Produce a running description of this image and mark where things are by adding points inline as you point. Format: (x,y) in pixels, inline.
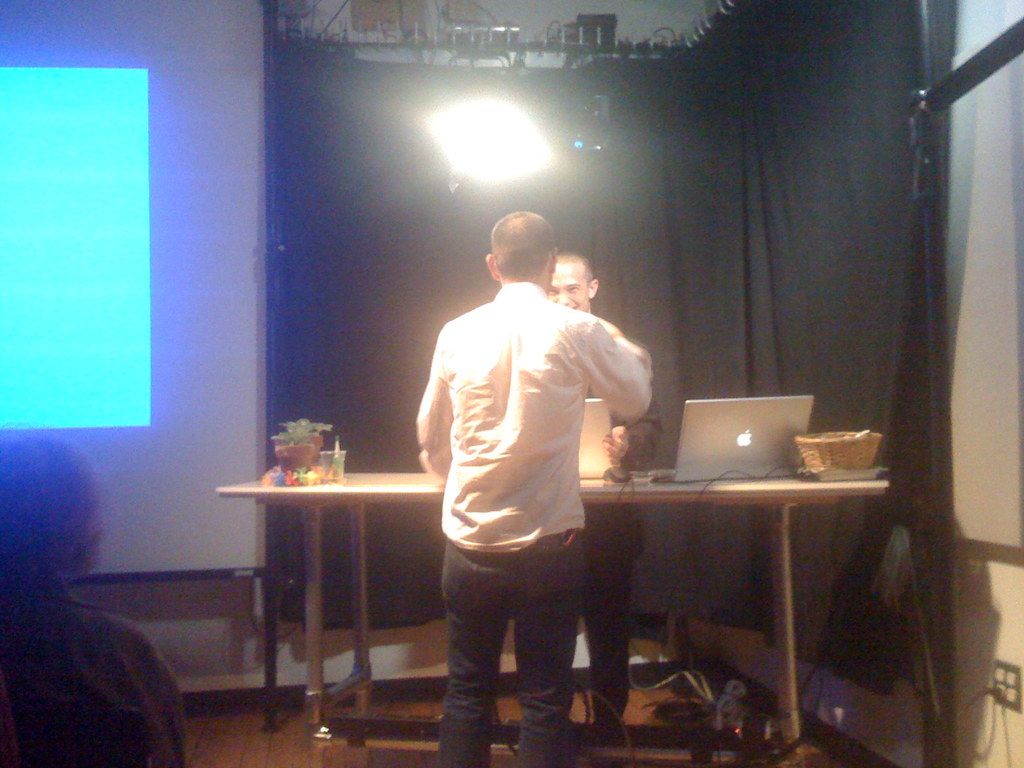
There is a room (244,539). There are three persons (540,414). The two persons (525,415) are standing. They are smiling. There is a table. There is a laptop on a table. We can see in background (135,274) projector (151,451) and curtain (792,248).
